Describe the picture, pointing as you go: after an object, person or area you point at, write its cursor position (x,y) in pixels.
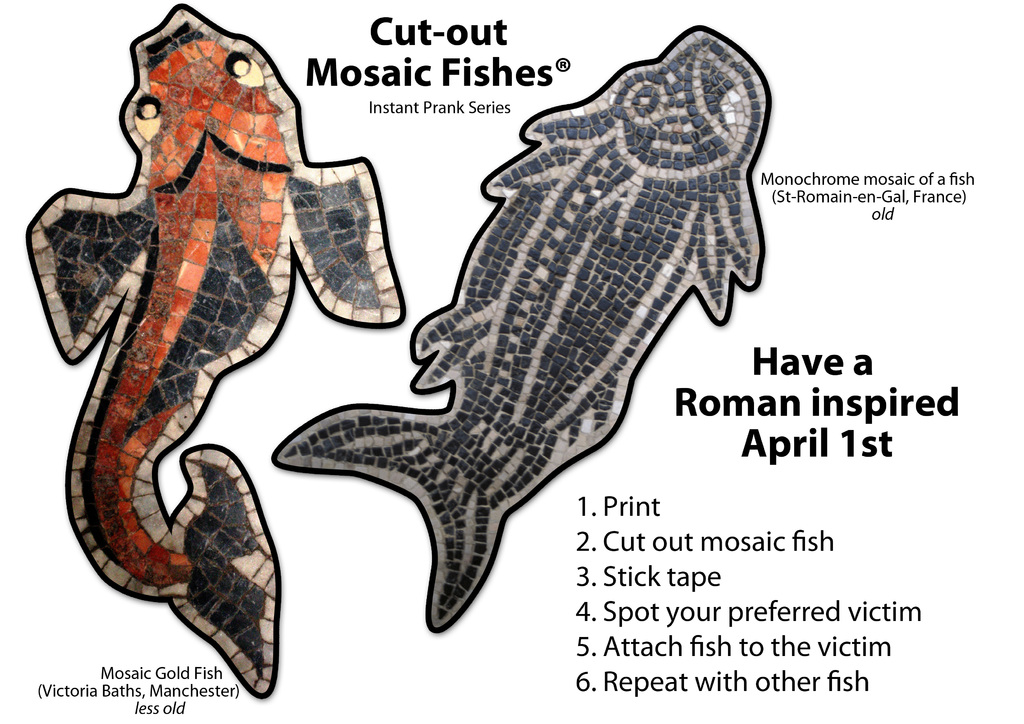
In this image there are depictions of fishes (452,358) and there is some text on the image.
